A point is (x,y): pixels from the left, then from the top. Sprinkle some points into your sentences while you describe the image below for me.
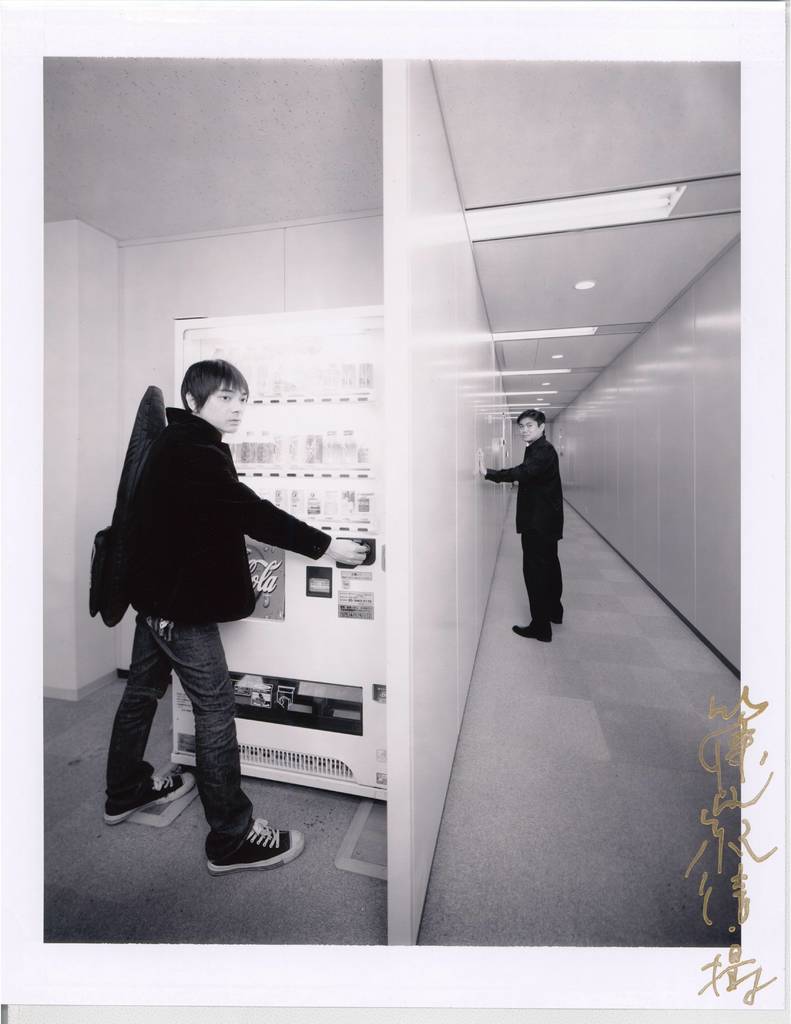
In this image I can see two men (531,482) are standing. Here I can see some object (360,622) on the floor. In the background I can see lights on the ceiling (575,250). This image is black and white in color. Here I can see a watermark (721,862).
